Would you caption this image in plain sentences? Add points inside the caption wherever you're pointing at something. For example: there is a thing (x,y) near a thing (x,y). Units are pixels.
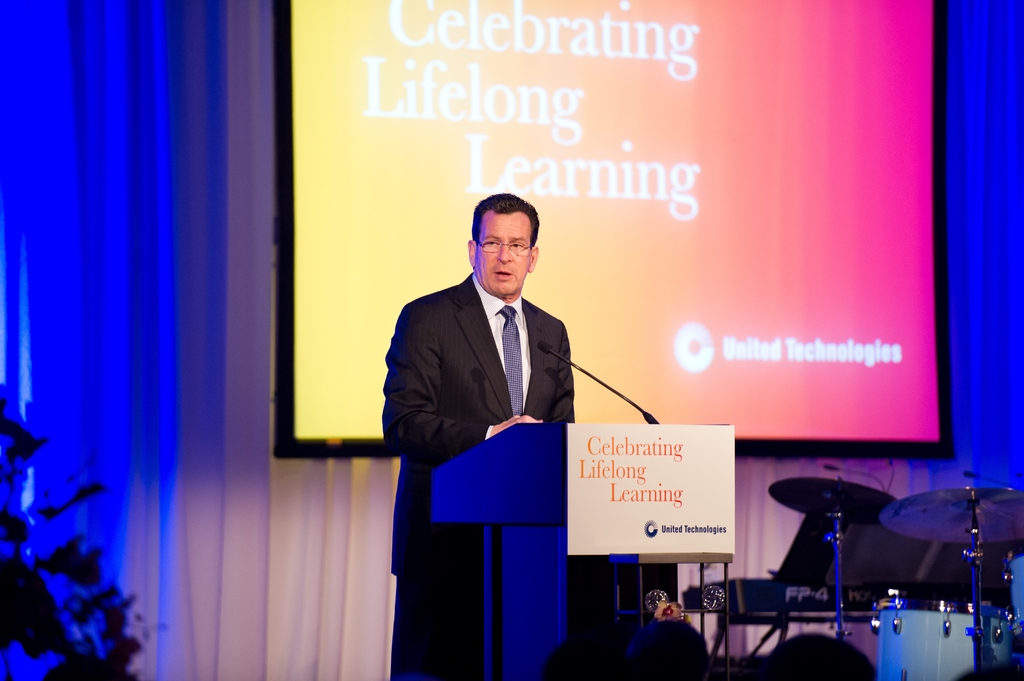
In this picture there is a person (465,356) wearing suit (466,356) is standing and there is a stand (566,550) which has a mic (577,369) placed on it is in front of him and there are few musical instruments (930,529) in the right corner (867,541) and there is a projected image (616,76) in the background (520,74).
